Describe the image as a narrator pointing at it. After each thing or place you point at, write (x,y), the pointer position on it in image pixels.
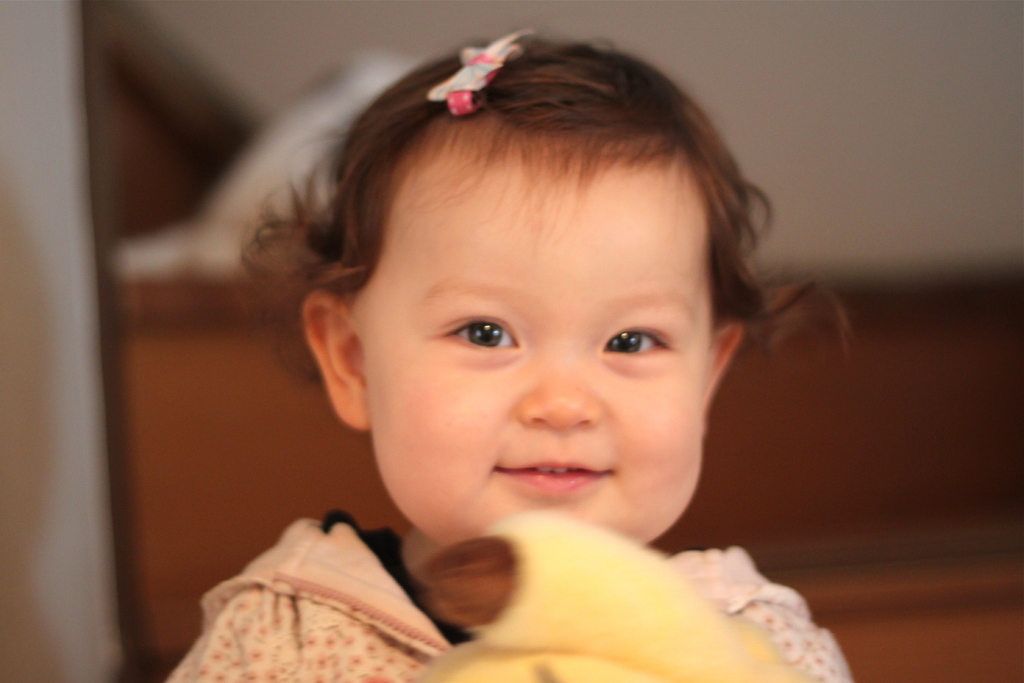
In the middle of the image (357,304) a baby (608,184) is smiling and holding a toy (454,674). Background of the image (840,28) is blur.
